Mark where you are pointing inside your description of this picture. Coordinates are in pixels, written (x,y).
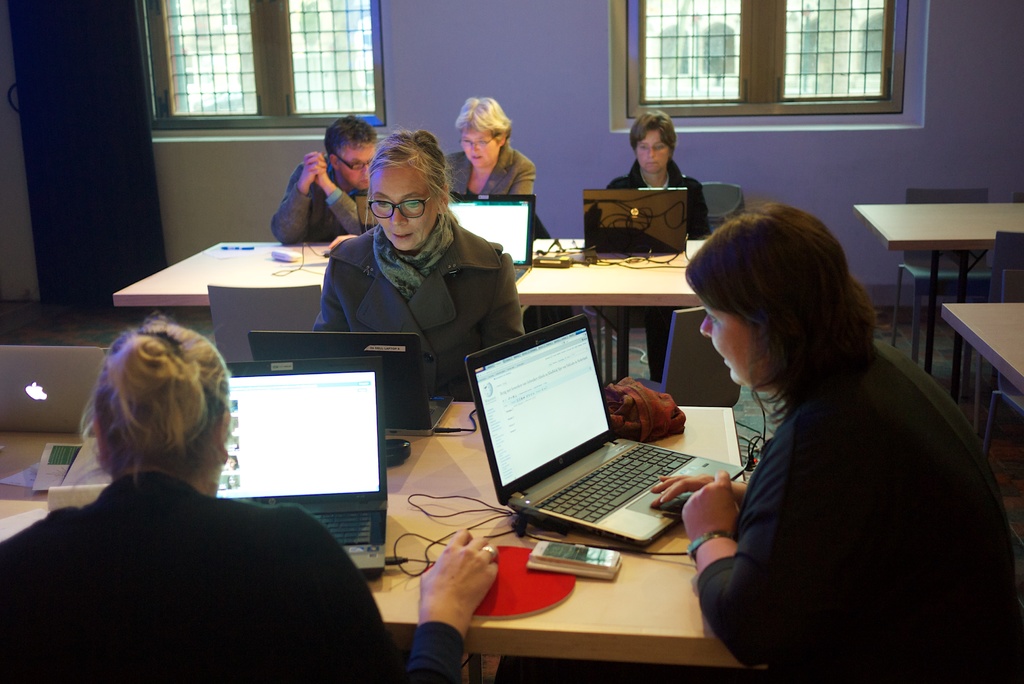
Here in this picture in the front (393,320) we can see a group of women (417,309) sitting on chairs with table (379,601) in front of them having laptops (332,491) and papers (100,480) and books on it over there and we can see all of them are handling the laptop (582,513) present in front of them and behind them also we can see another group of people (520,173) sitting on chairs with laptop (639,246) in front of them and they are also handling the laptops (485,231) on their own and behind them we can see windows (352,67) present on the building (398,5) over there and beside them we can see other tables (883,210) and chairs (922,276) present over there.
